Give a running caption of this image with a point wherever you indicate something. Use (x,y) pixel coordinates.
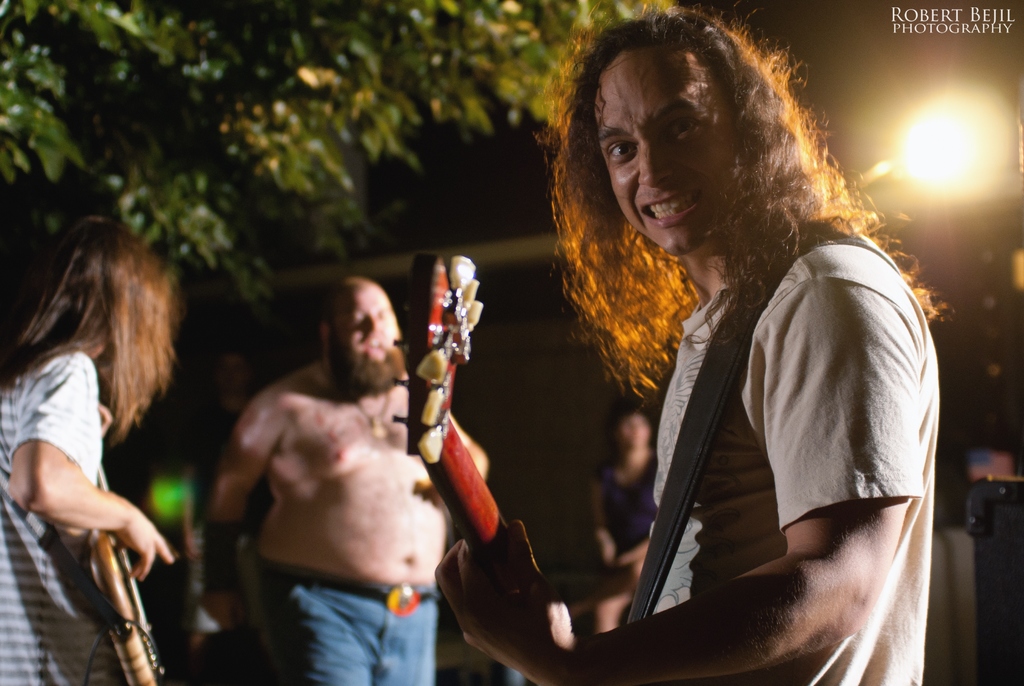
In this image I can see few persons (104,428) and some of them are holding musical instrument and in the background (251,135) tree (245,81) and lights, this picture is taken during night.
